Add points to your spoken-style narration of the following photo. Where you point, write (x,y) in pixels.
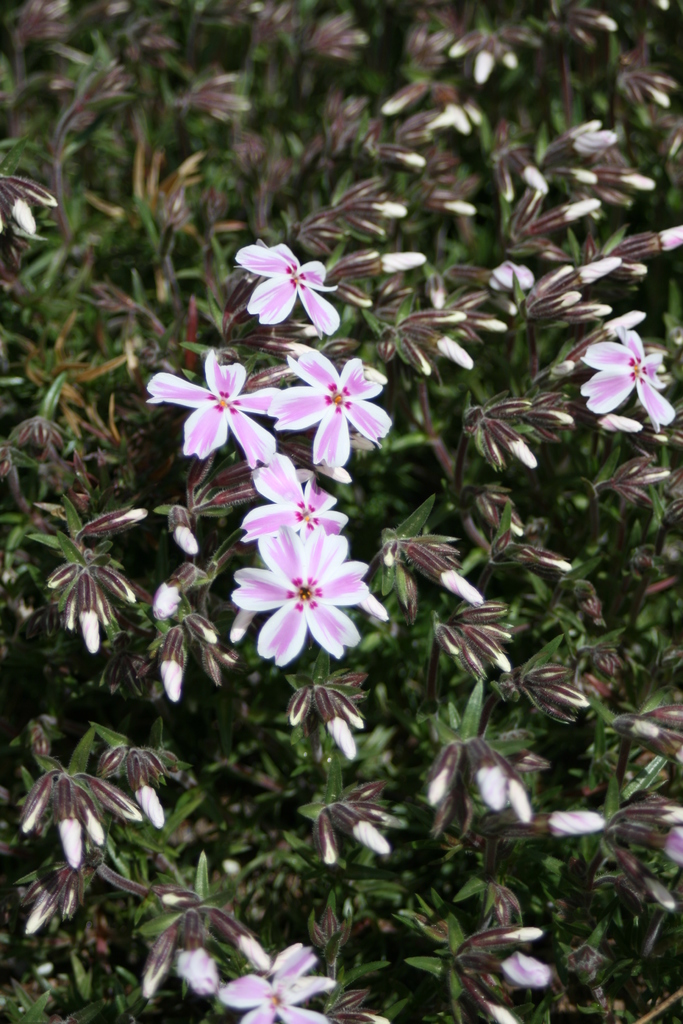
In this picture we can see leaves (41,1012) and flowers (268,1002).
